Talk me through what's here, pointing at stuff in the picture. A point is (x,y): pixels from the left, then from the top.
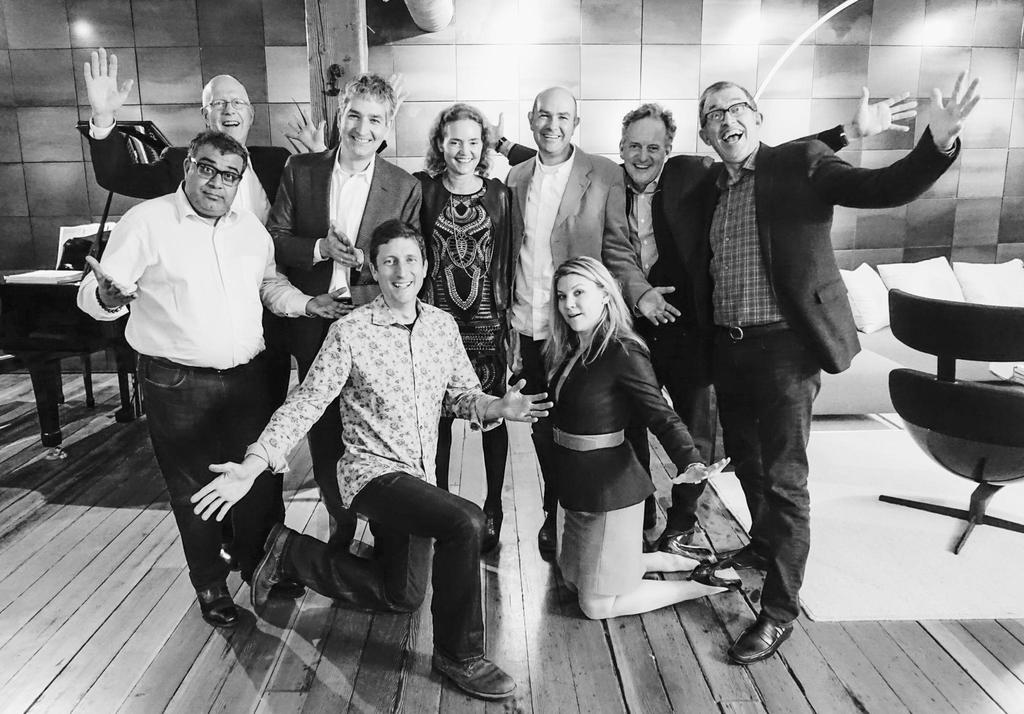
In the picture we can see some people (778,551) are standing showing their hands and smiling and in front of them, we can see a man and a woman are sitting on the knees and in the background (913,266), we can see a couch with pillows (856,277) and behind it we can see the wall (692,55) with tiles (12,227).
